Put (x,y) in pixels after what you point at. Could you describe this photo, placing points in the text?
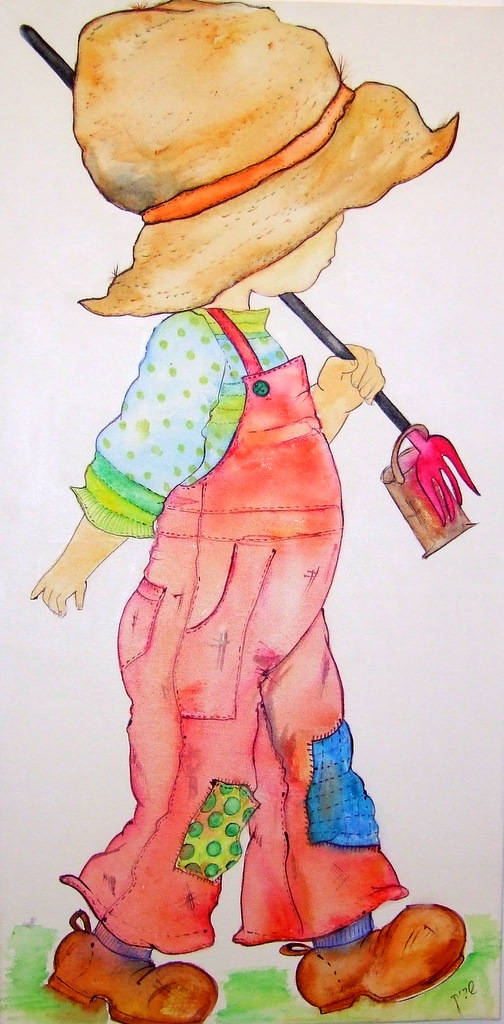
In this picture we can see a painting (184,604).
